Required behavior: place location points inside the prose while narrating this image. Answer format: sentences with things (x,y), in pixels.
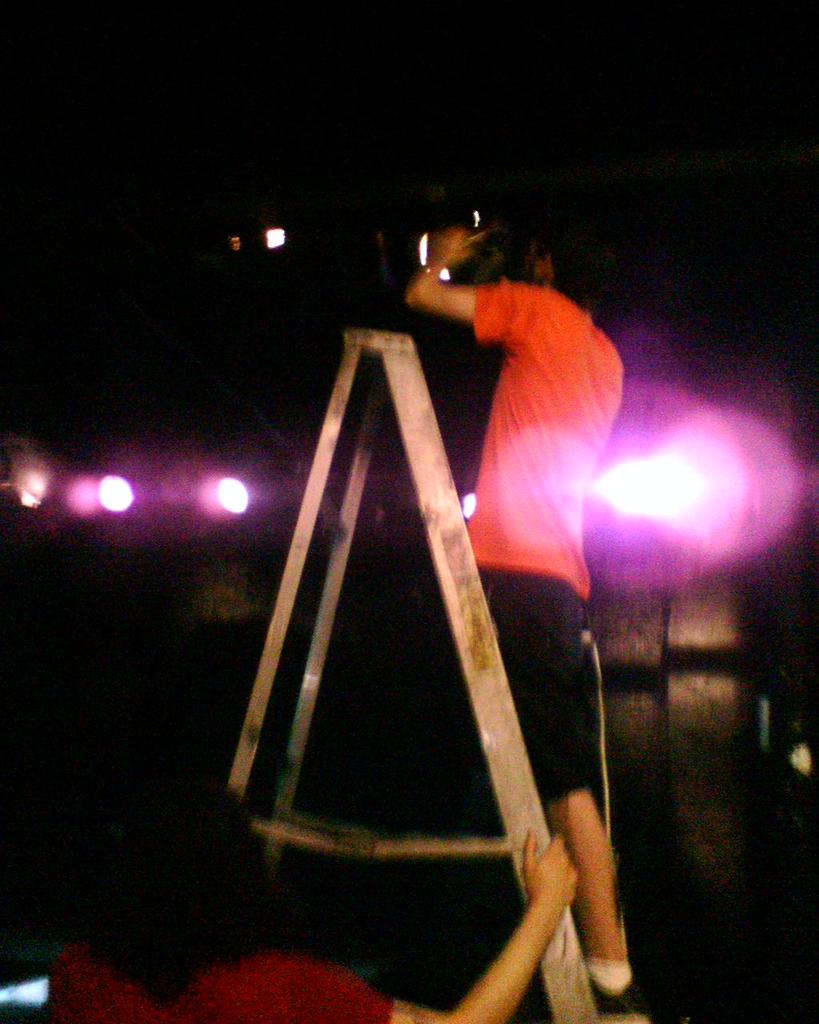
In this image there is a person (189,902) holding a ladder (321,612), another person (575,274) standing and holding a light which is overhead, and there is blur background (325,22).
